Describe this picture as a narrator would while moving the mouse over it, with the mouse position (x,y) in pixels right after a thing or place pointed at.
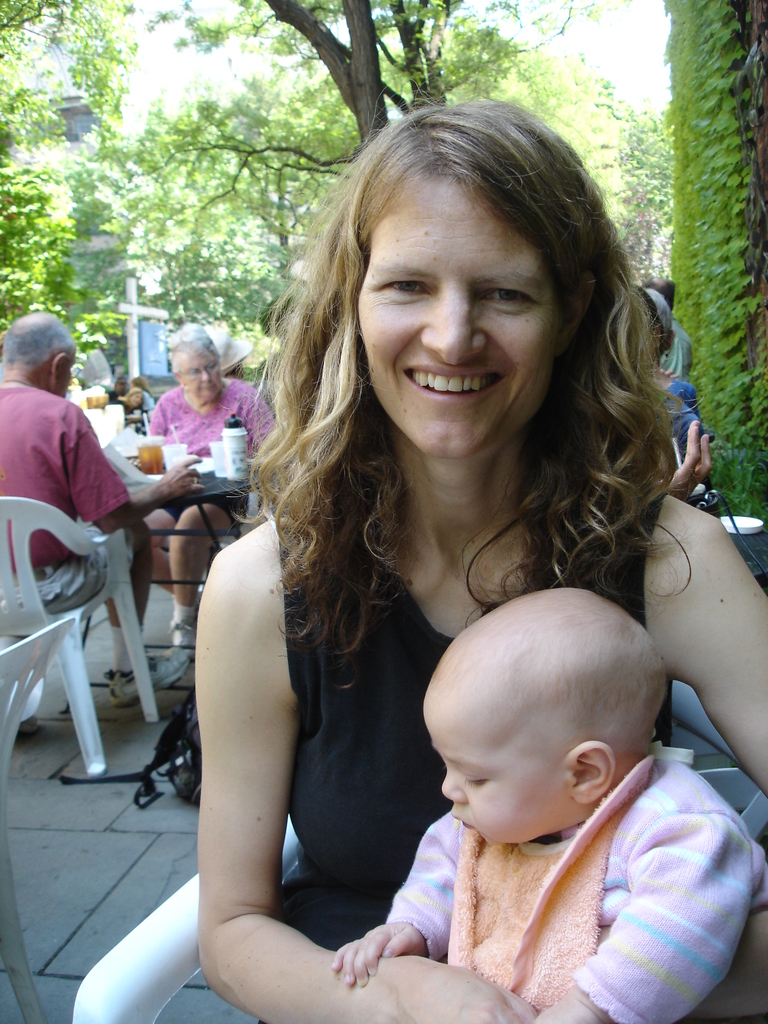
In the center of the image (413,430) we can see a lady (240,933) is sitting on a chair (172,915) and smiling and holding a kid (482,773). In the background of the image (52,629) we can see the tables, chairs (33,624). On the tables (209,477) we can see the cloths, bottles (244,463), papers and other objects (183,455) and some people (37,386) are sitting on the chairs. In the background of the image (31,66) we can see the trees (106,194), building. At the top of the image (546,40) we can see the sky (534,34). On the right side of the image (707,87) we can see a creeping plant (688,279). At the bottom of the image (137,862) we can see the floor (180,843).
